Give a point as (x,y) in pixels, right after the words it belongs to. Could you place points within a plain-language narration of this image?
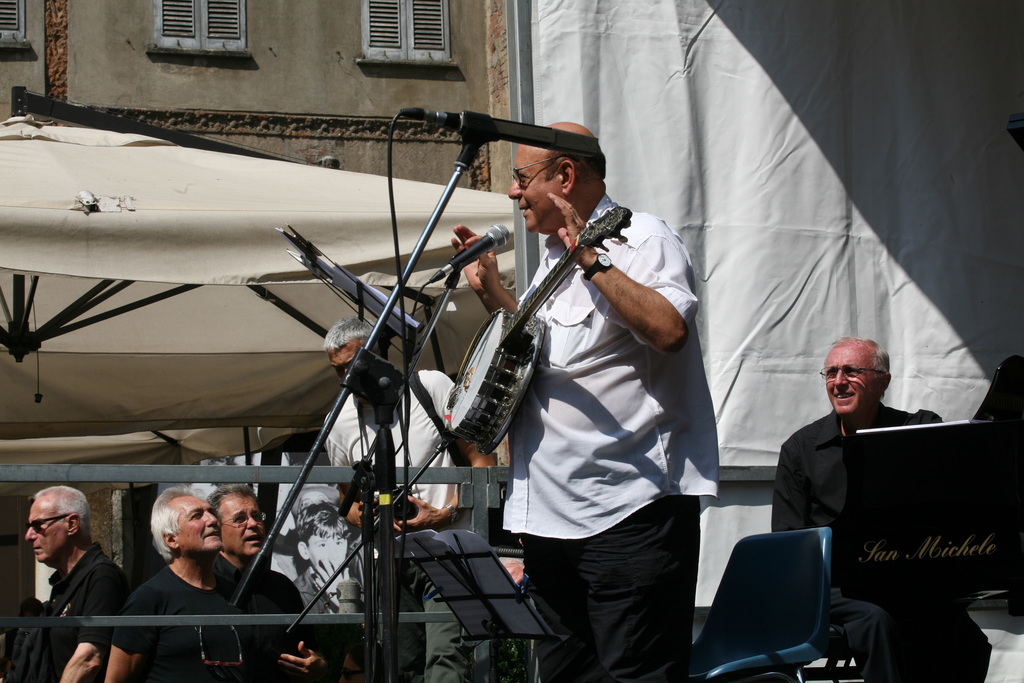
There is an old man (604,373) talking on mic (474,258) he is carrying a banjo (527,353). in front of him there is stand (359,292) on it there is some paper (353,281). On the bottom (88,554) few people (181,558) are there looking at the old man (573,371). There is chair (736,598) behind him. There is a person (811,491) sitting wearing black dress (808,441). In the background (883,300) there is a white curtain (762,130), a tent (199,178) and a building (229,74).
